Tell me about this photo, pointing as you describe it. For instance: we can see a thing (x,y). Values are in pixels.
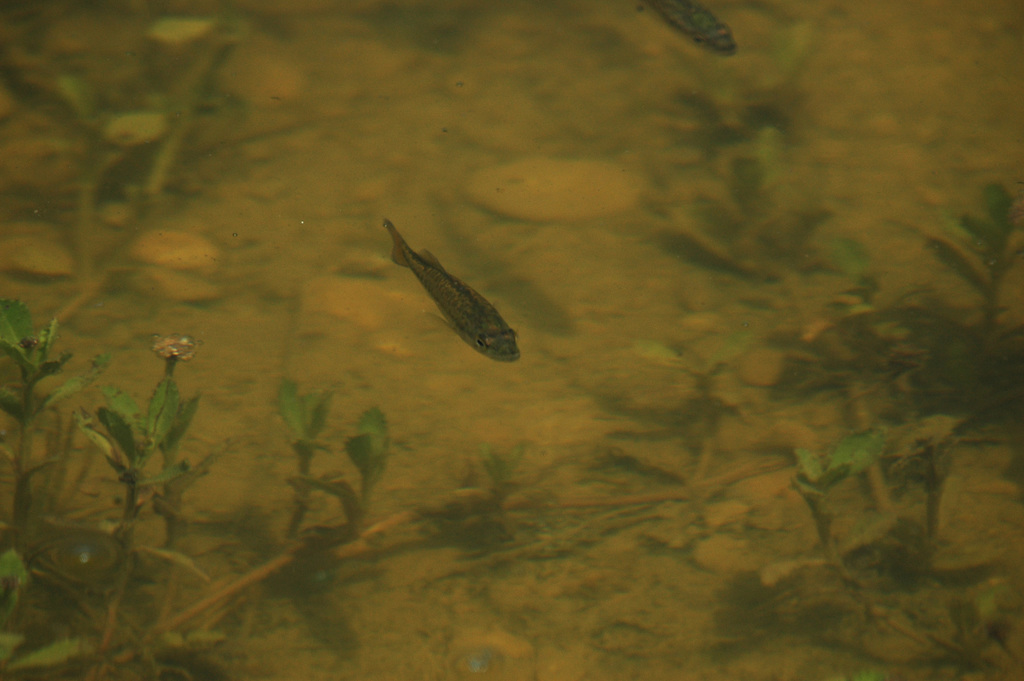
In this image there are two fishes (455,308) in the water (604,359) and we can see there are few plants (130,545).
